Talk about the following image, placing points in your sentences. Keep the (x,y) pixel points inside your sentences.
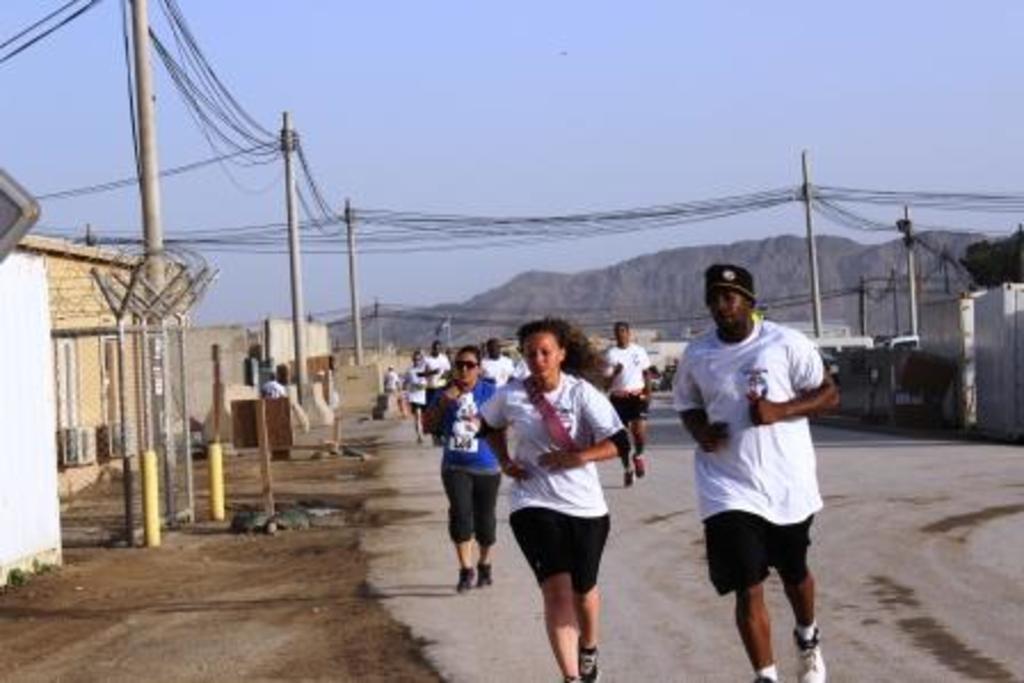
In this picture we can see few people (523,505) are running on the road (826,510), beside to them we can find few poles (147,196), cables (138,239), houses (115,269) and fence (107,415), in the background (952,259) we can see few vehicles (910,339), trees (1001,251) and hills (669,325).
